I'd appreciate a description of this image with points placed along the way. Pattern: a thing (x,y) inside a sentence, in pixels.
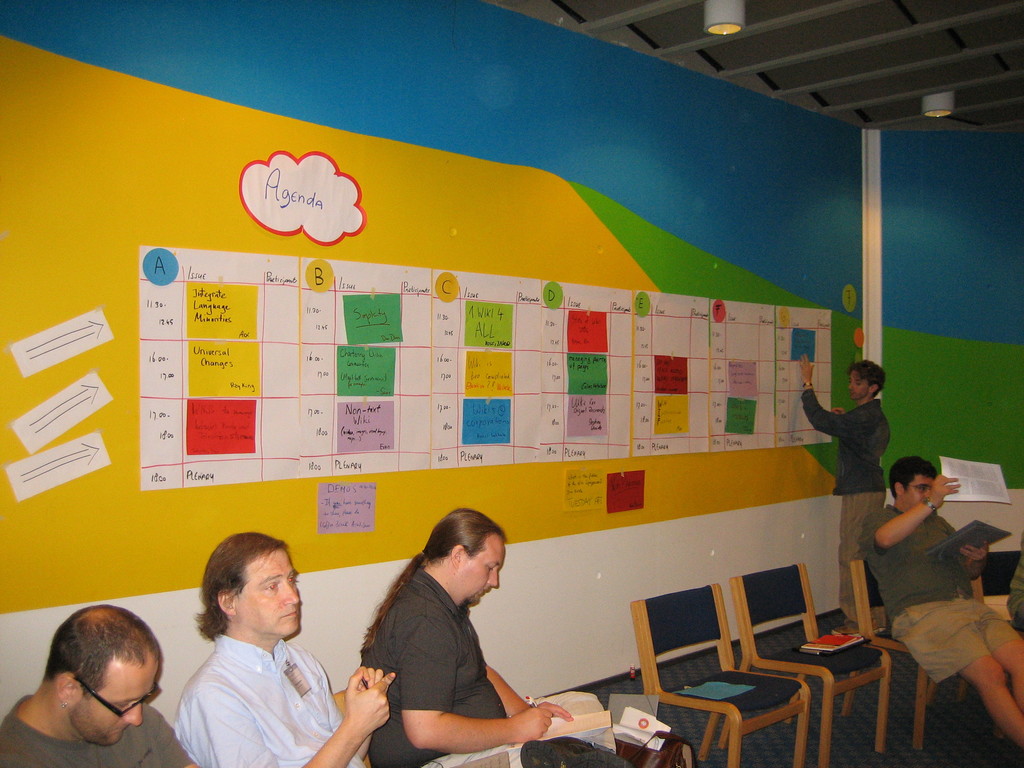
Posters (365,461) on wall (137,306). These persons (453,667) are sitting on a chair (981,589). This man (949,584) is holding a paper (979,488) and file (953,553). On this chairs (806,657) there is a pad (817,641) and papers (728,695). This man (452,695) is holding a pen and paper (575,725). Beside this man (460,615) there is a bag (645,748). This person (850,391) is standing In-front of this poster (772,360). On top (734,30) there are lights (722,3).
